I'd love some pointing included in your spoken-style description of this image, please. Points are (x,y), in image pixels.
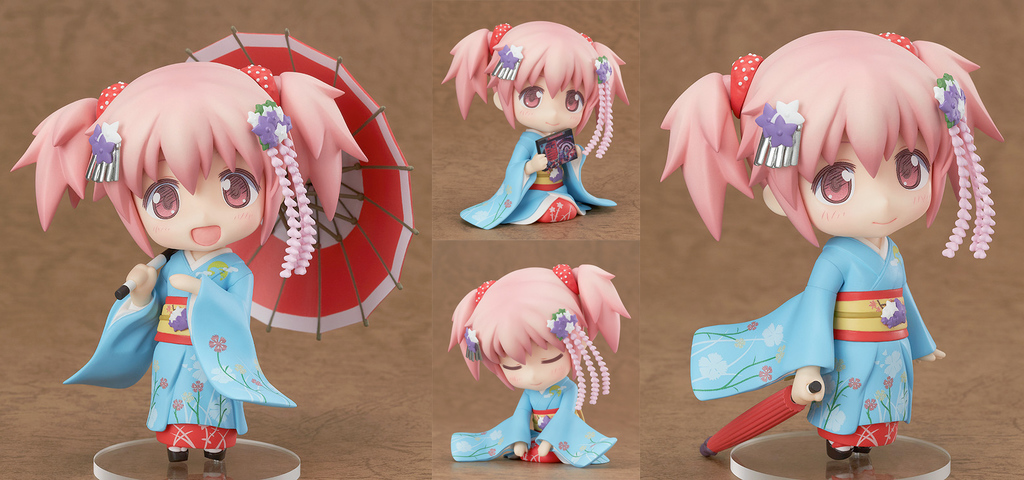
In this image, we can see there are four images of a doll (476,371), which is having a blue color dress (199,265) with different postures. And the background (371,363) is brown in color.
